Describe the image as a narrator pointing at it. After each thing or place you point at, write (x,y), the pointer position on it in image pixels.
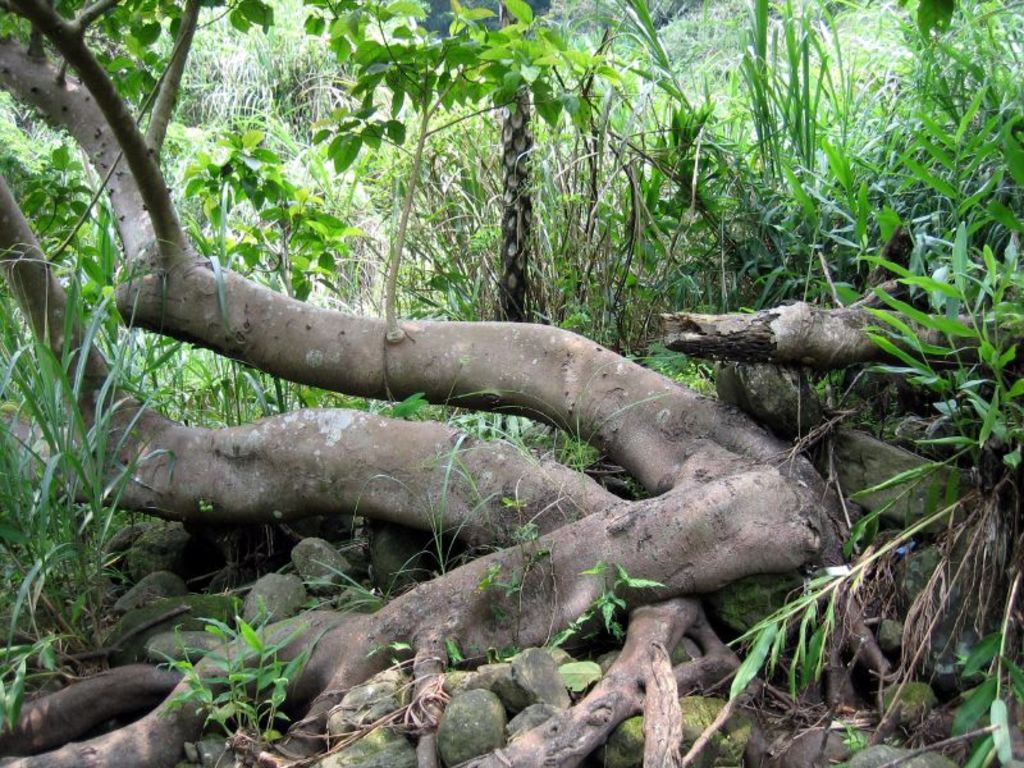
In this picture I can see the trunk (613,421) of the tree (618,548). I can see the plants (593,262). I can see trees (350,138).
